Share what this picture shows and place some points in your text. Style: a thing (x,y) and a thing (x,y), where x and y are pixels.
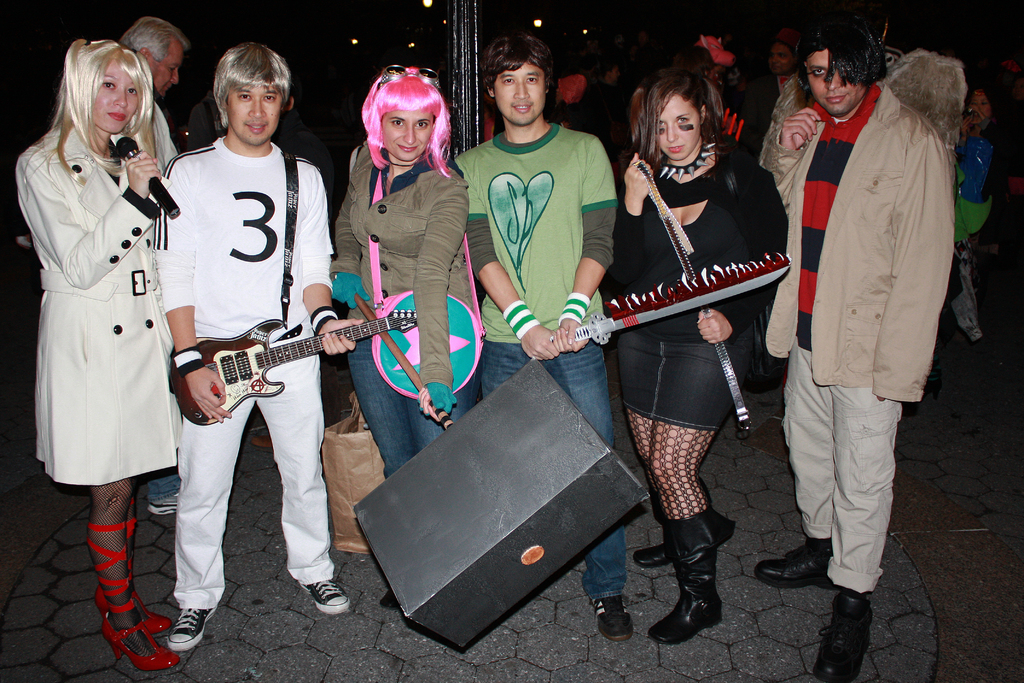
There are group of people (490,212) holding some objects (669,209) in their hand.
